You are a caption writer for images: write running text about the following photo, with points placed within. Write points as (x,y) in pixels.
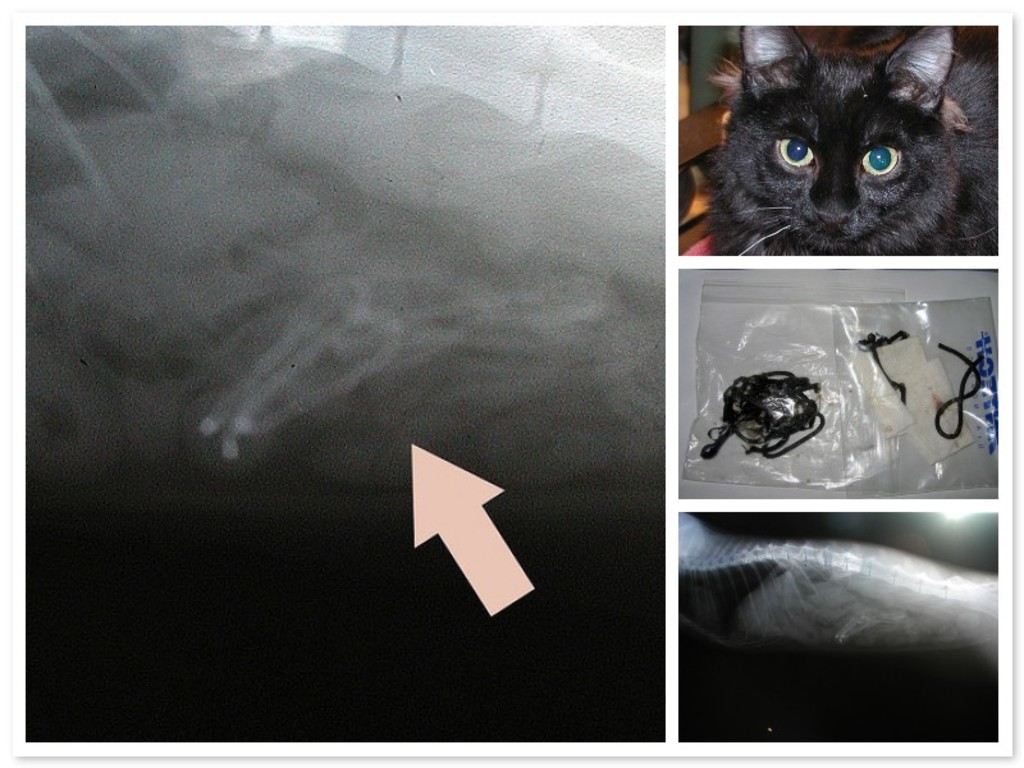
It is the photo collage, on the right side (762,63) there is a black color cat (892,172). At the down side it is the x-ray (837,641).
